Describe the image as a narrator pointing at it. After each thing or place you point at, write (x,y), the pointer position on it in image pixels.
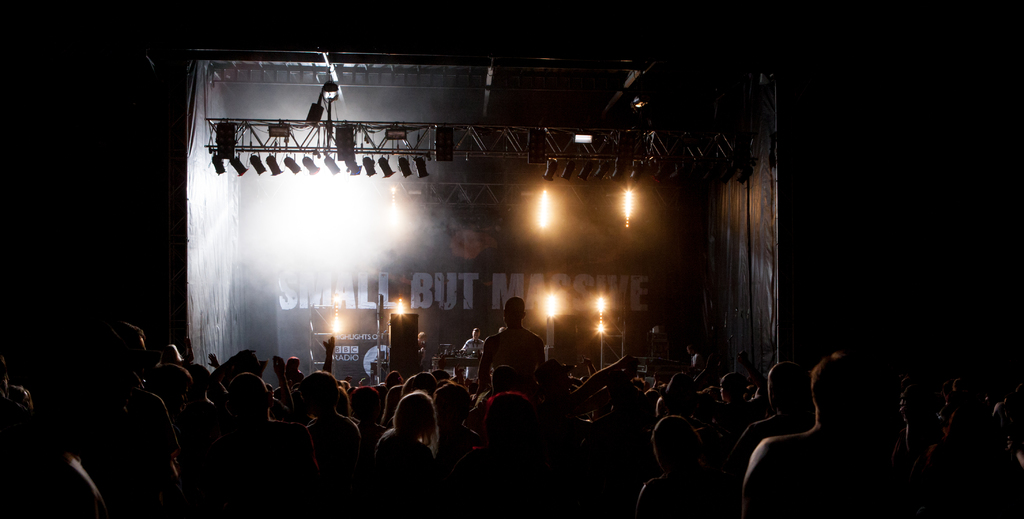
This picture is taken in the dark, where we can see these people (777,405) are standing here and these people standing on the stage (578,360) are playing musical instruments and we can see show lights (337,334) and the banner (341,292) in the background (485,327).
